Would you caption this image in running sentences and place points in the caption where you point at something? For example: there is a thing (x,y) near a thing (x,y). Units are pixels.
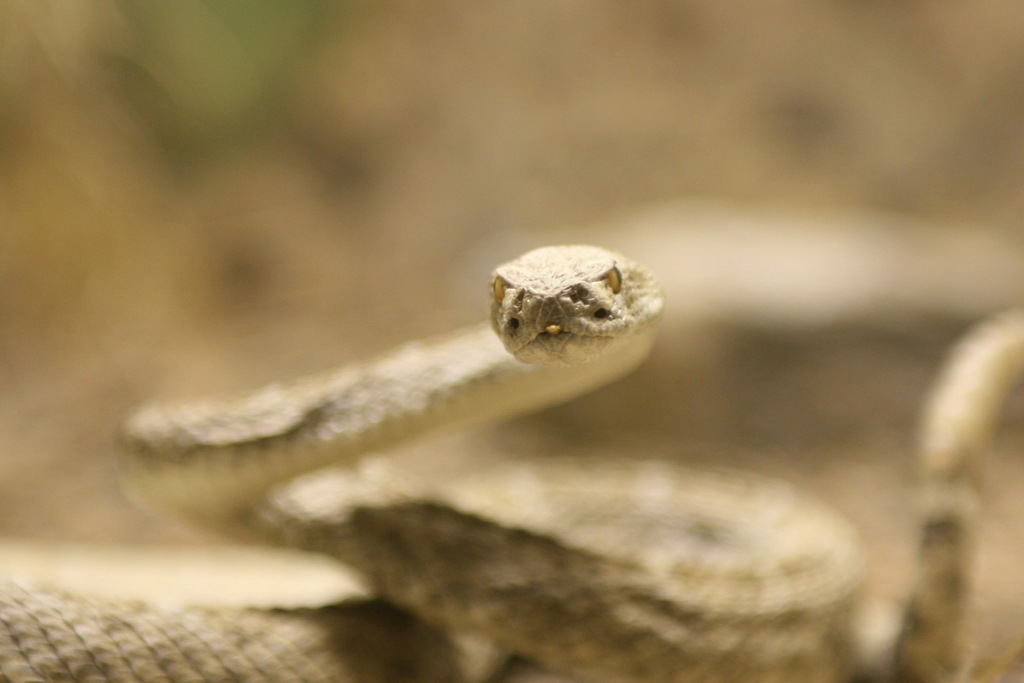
In this image we can see a snake (592,547). In the background of the image (315,217) is in brown.
